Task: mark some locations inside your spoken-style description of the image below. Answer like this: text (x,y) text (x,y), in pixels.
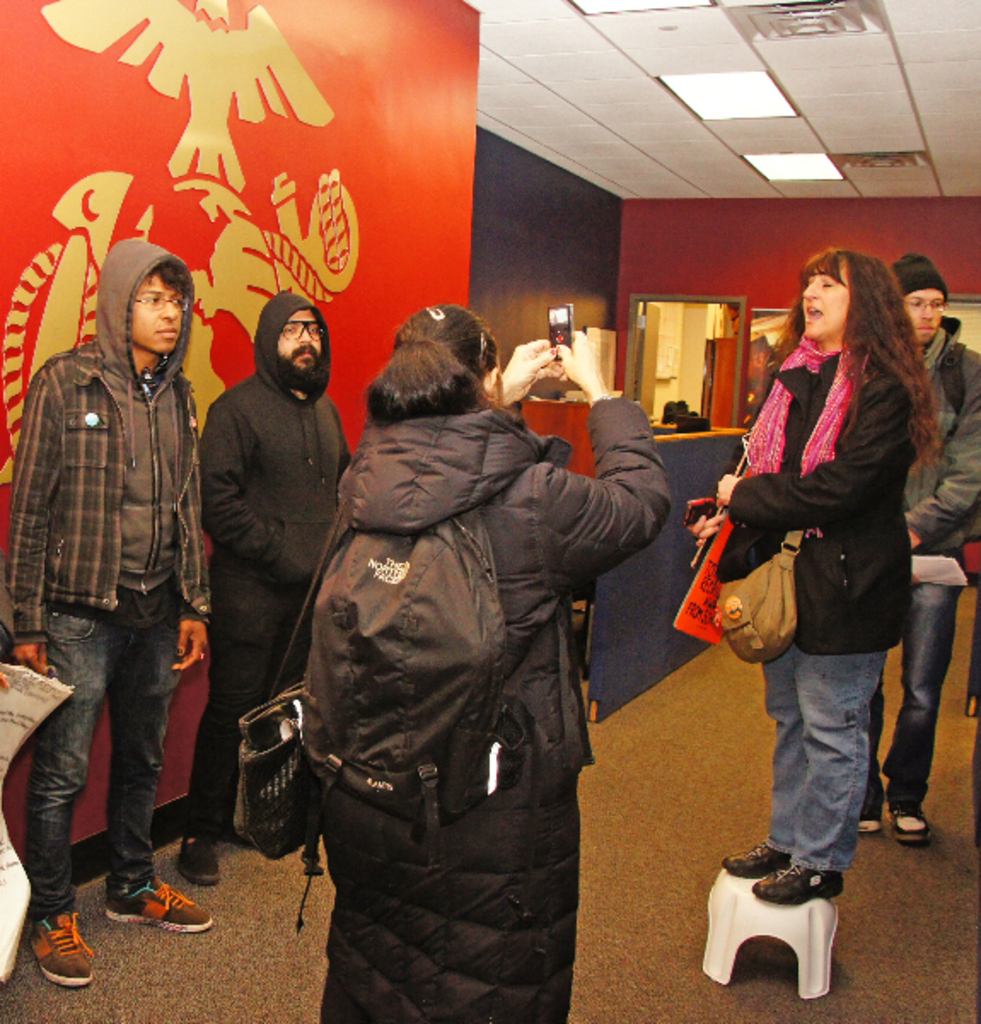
In this image I can see five people (573,638) among which one woman (773,716) standing on a stool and shouting. Another woman (447,504) is facing towards the back (403,465) and taking a picture of the other woman (796,415) and I can see a false ceiling (788,138) with some lights (710,96). I can see a background of red color.
